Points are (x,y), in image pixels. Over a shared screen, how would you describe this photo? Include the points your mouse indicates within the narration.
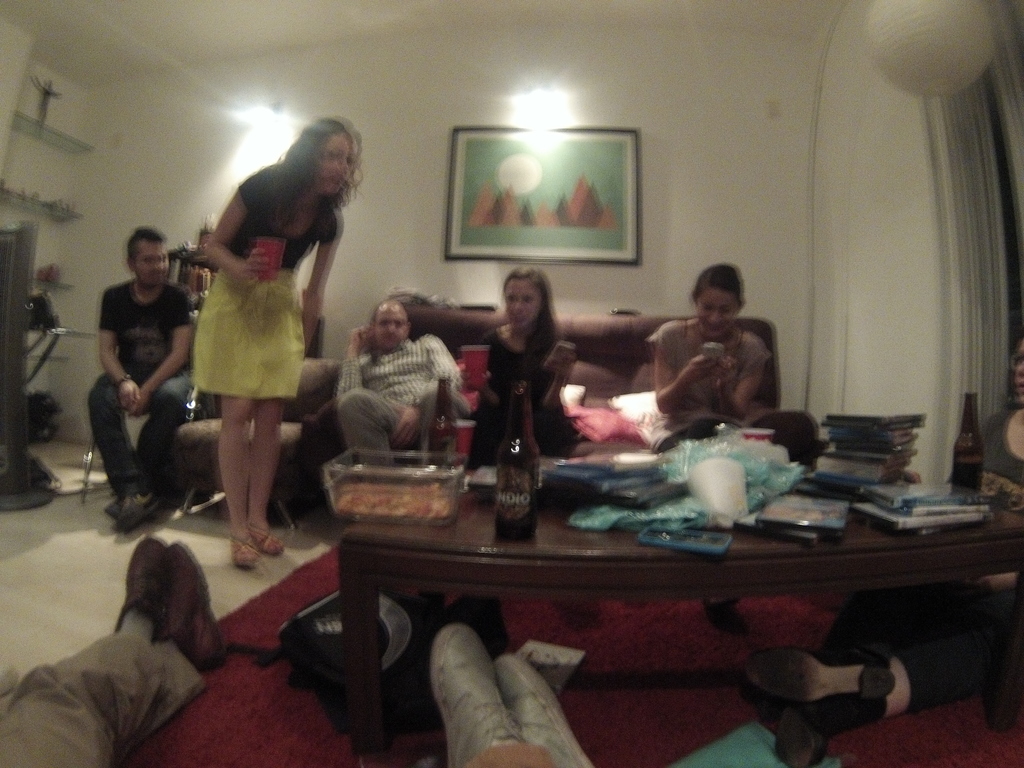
Here we can see a group of people (707,368) sitting on couch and chairs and a woman (273,538) is standing in the center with cup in her hand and there is a table (342,533) in front of them having bottles of beer (508,529) and books (793,496) placed here and there and there is a picture (460,230) on the wall (656,210).
